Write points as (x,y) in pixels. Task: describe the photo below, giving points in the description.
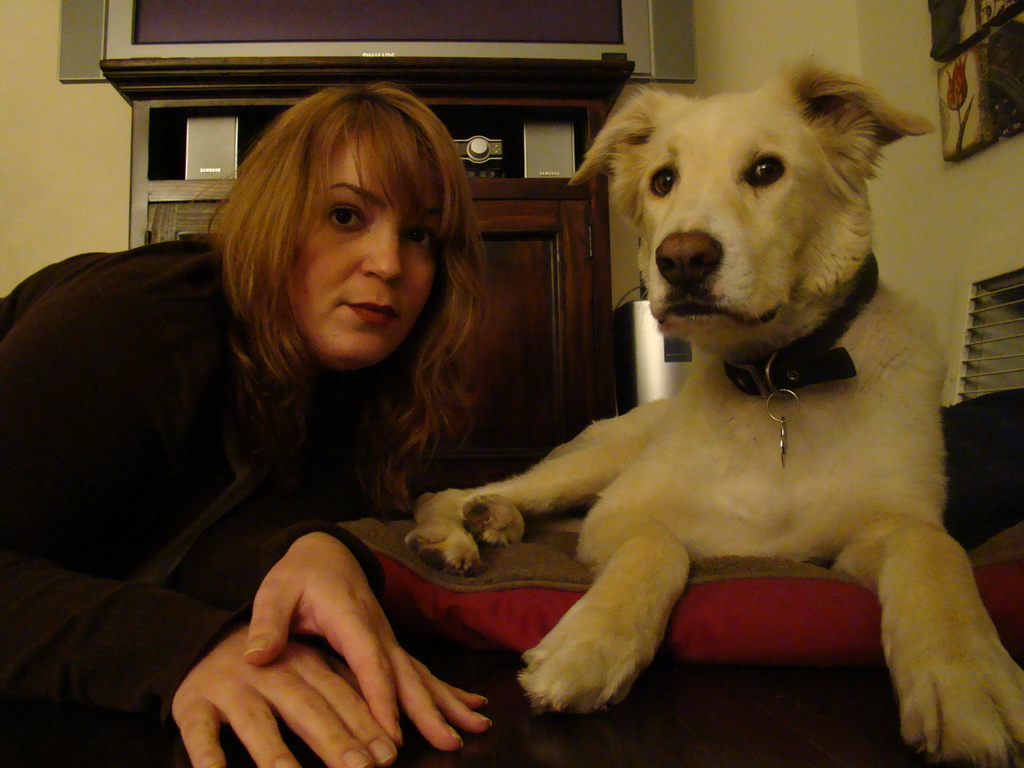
In this image there is a dog (731,449) sitting on a pet bed (751,593), beside the dog (670,560) there is a lady (115,345), in the background (26,48) there is a wall (7,78) and there is a cabinet (572,62), on that cabinet (557,65) there is a TV (592,47) and there are few objects (540,130), in the top right (940,85) there are photo frames (944,70).
